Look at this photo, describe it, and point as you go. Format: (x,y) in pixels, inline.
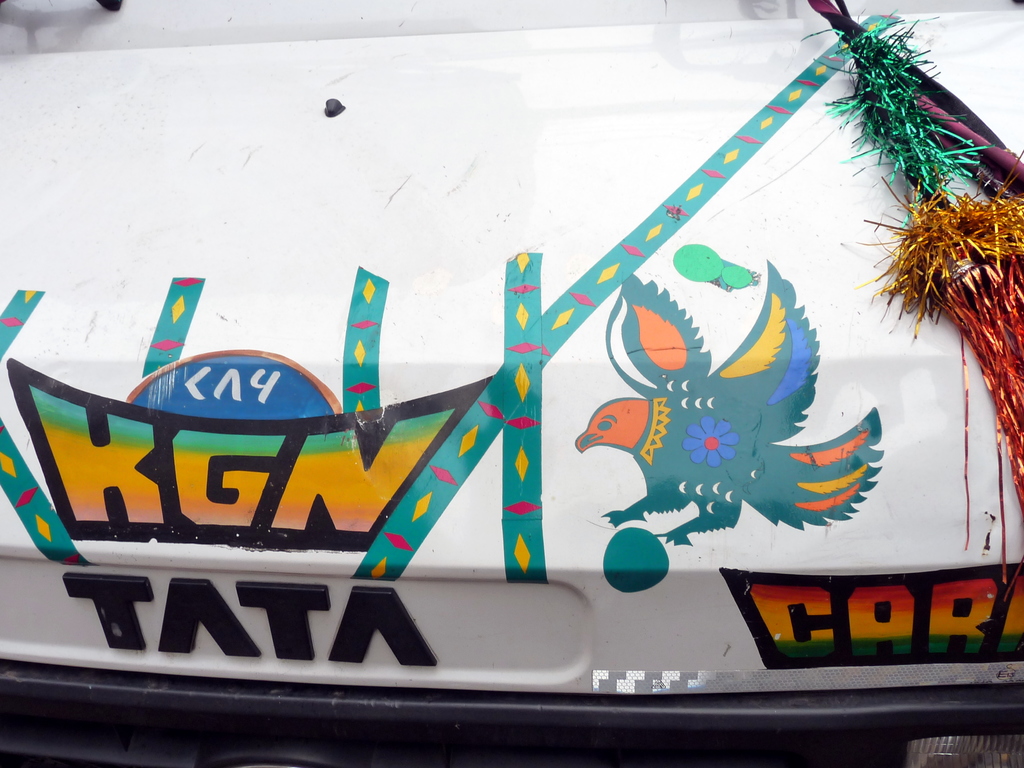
In this image we can see a part of the vehicle (432,488) with text (175,594) and image (708,410) and there are decorative objects (954,237) to the vehicle (1012,494).
